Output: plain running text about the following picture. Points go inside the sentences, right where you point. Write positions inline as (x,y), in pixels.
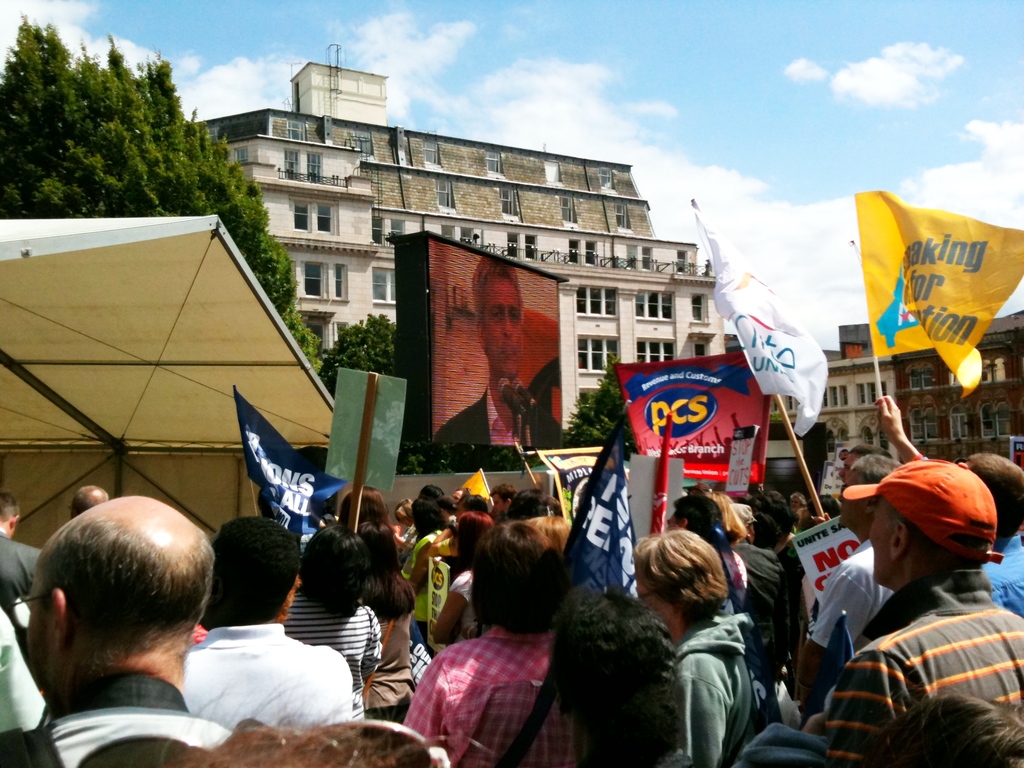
In this image we can see some people (663,644) standing and among them few people (886,529) holding flags (752,687) and placards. There is a tent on the left side of the image (265,369) and we can see a screen (548,399) with the picture of a person (512,432) and there are some buildings (983,423) and trees (186,139). At the top (402,74) we can see the sky (386,61).
